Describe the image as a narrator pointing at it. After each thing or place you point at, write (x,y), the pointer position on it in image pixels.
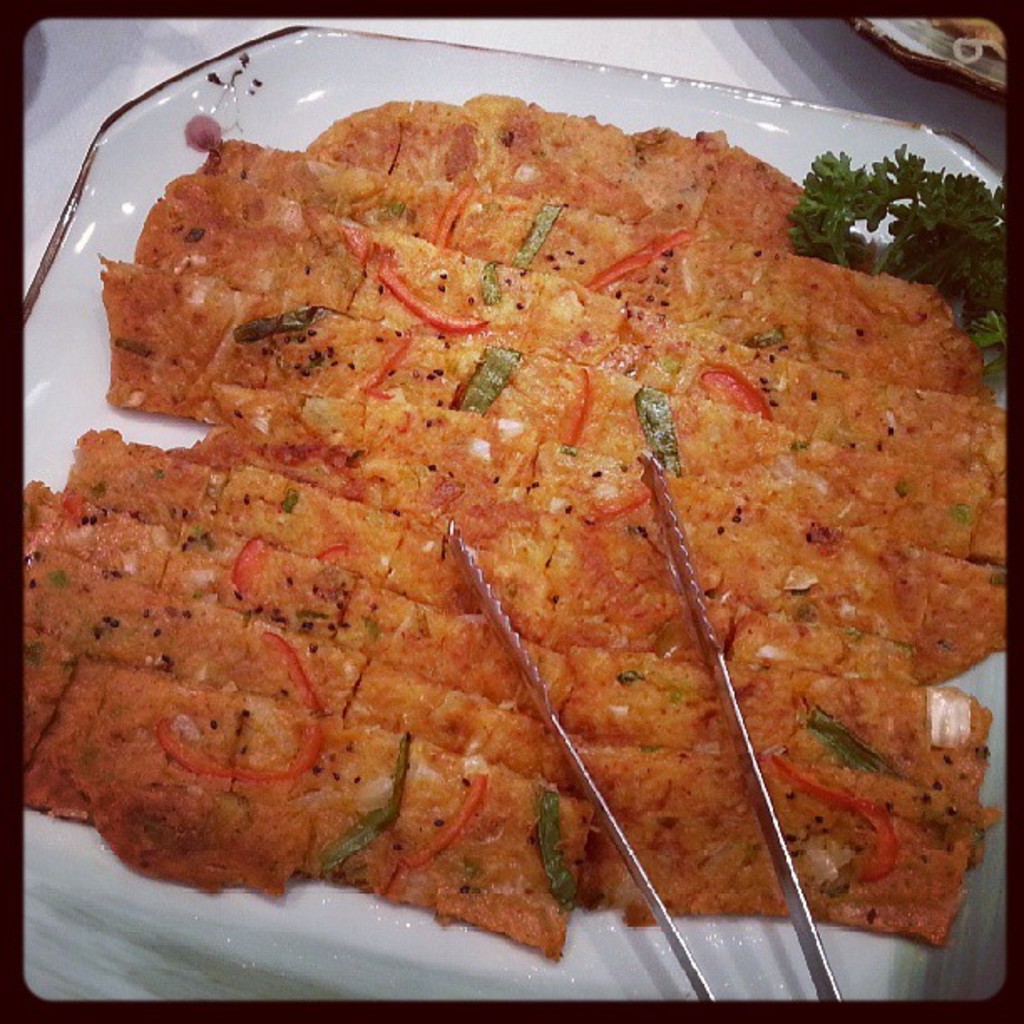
In this image we can see food item (556,499) on a plate (255,115), tongs (802,900) used to pick the food item (726,872) and parsley leaves (918,214) are there.
